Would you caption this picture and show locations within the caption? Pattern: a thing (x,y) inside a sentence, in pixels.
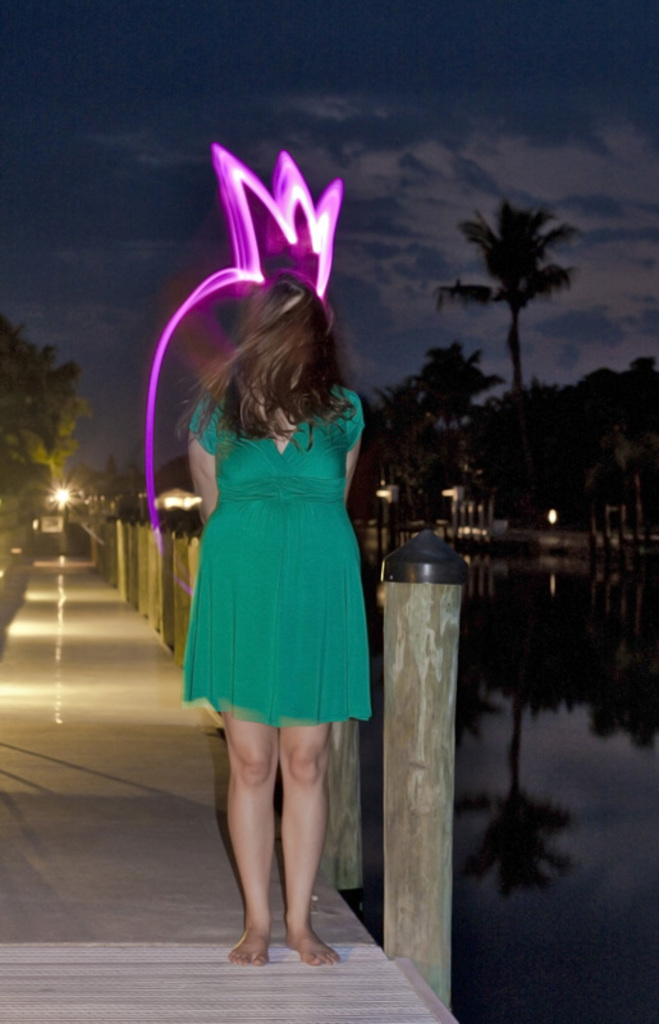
In this image I can see the person (230,621) standing on the bridge (167,711) and wearing the green color dress (233,638). To the side I can see the water (471,683). In the background (74,489) there are many trees (374,500), lights (235,211), clouds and the sky (518,94).
